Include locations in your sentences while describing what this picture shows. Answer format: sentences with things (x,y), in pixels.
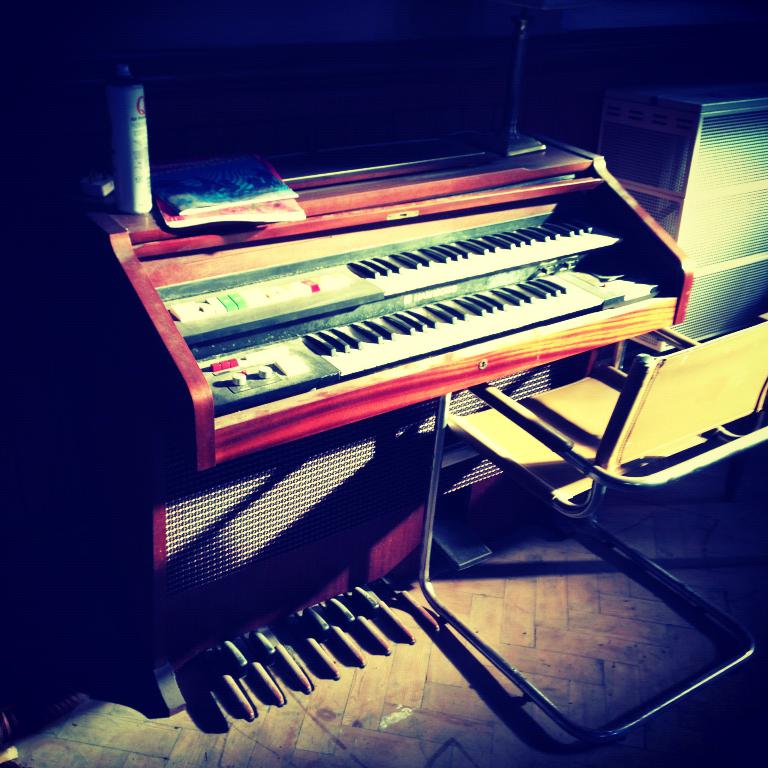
In this picture there is an organ (511,319), there is a chair (683,388) in front of the organ (399,267). There are some books (254,192) kept on it, also there is a bottle (118,188) placed on the organ (220,238). In the right (703,180) there is a speaker cabinet (695,125) and the floor (694,658) is made of wooden.
